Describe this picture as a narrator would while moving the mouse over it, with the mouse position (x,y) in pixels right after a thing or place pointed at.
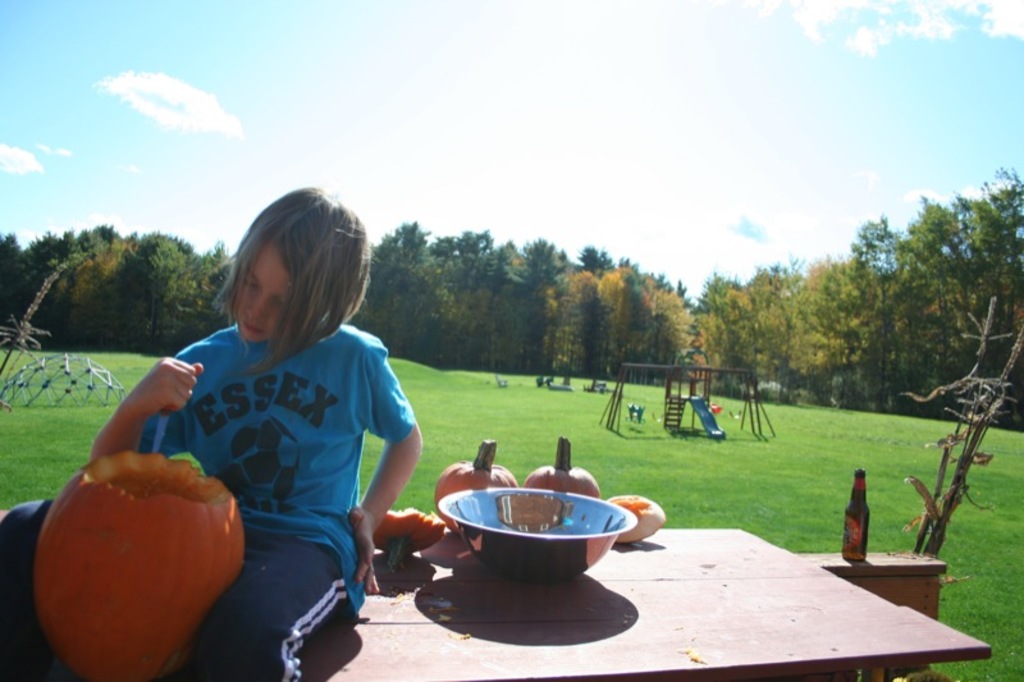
In this picture we can see a girl (331,459) seated on the table (505,626), in front of her we can see a pumpkin (170,542), and also we can see a bottle (846,537), trees (747,344) and metal rods (667,408).
